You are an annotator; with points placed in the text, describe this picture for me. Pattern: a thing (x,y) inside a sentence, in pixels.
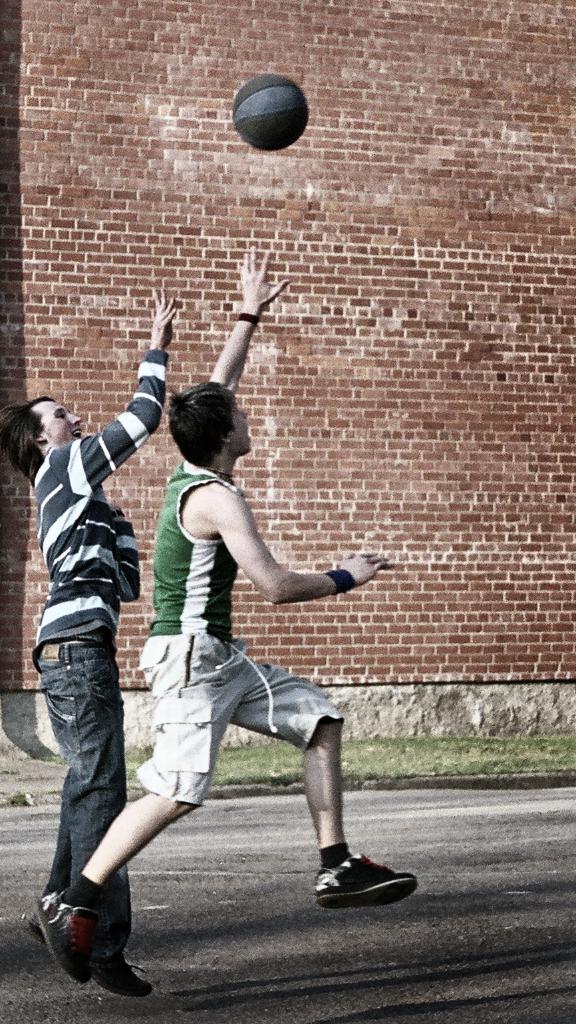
In this image we can see two boys (181,560) are playing with ball (280,108). In the background of the image (202,211) brick wall (217,261) is there.
